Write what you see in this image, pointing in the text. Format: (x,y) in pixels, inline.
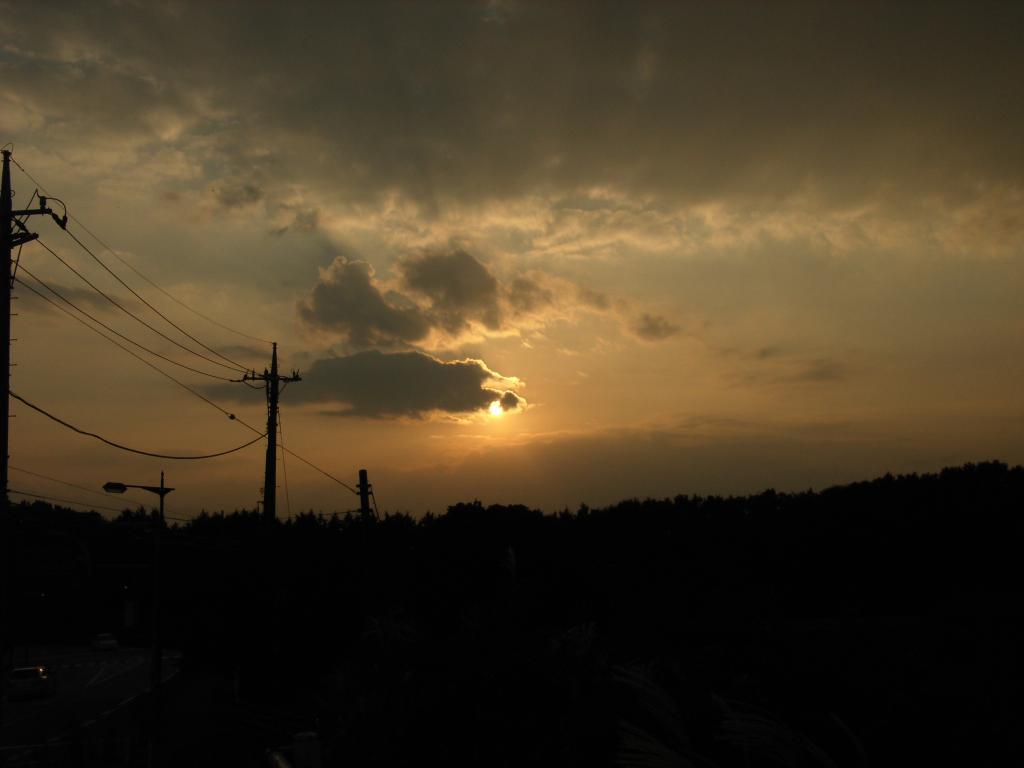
In the image there are electric poles (10,233) on the left side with trees (421,531) behind it and above its sky (578,431) with clouds (485,335) with sun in the middle (491,406).
